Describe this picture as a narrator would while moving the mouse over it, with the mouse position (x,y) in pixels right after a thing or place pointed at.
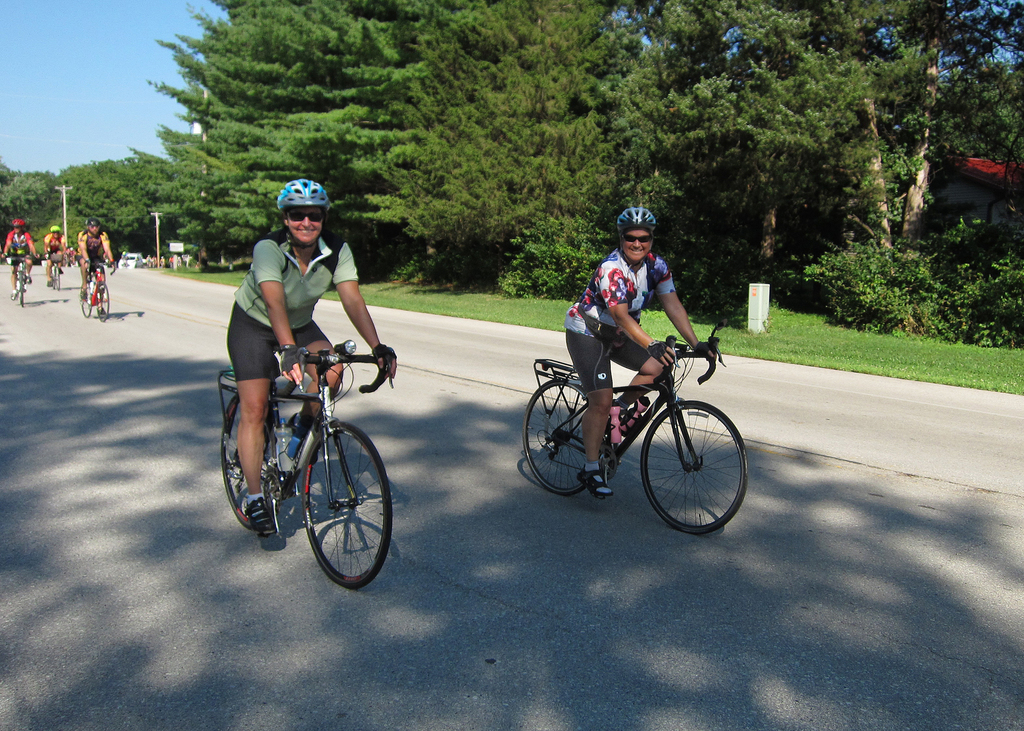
In this image in front (375,331) people (240,449) are cycling on the road (754,463). On the right side of the image (869,351) there is grass (888,349) on the surface (908,360). In the background (752,184) there are trees (295,101) and sky (161,75).
